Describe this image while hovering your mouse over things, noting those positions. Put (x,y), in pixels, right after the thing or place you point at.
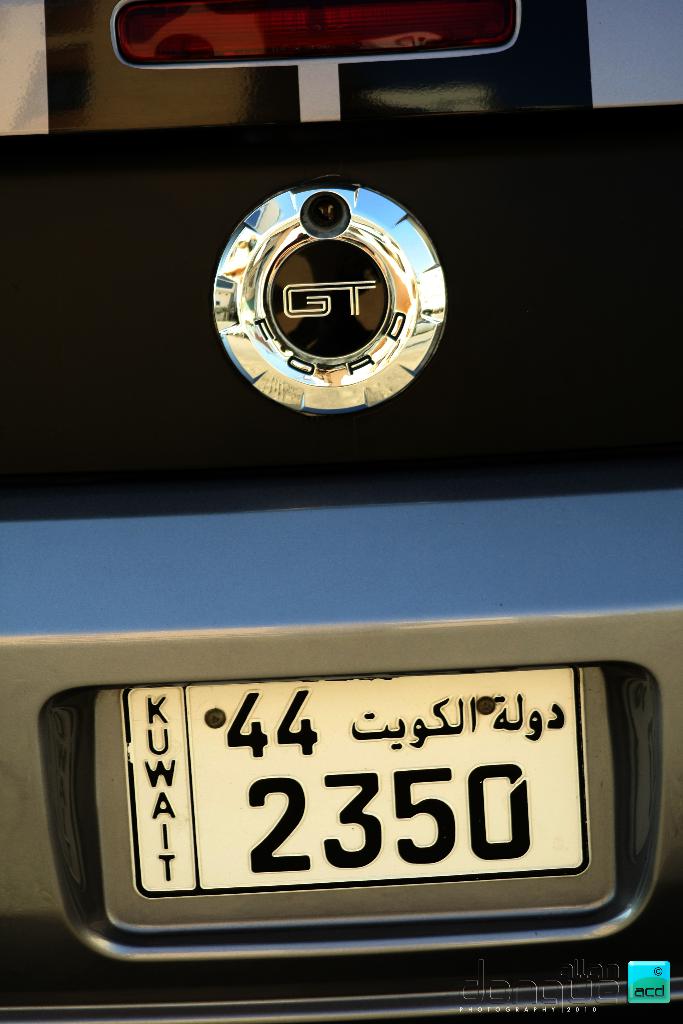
In the center of the image (350,360) we can see logo (337,364) and number plate (510,846) of a car (384,586).
